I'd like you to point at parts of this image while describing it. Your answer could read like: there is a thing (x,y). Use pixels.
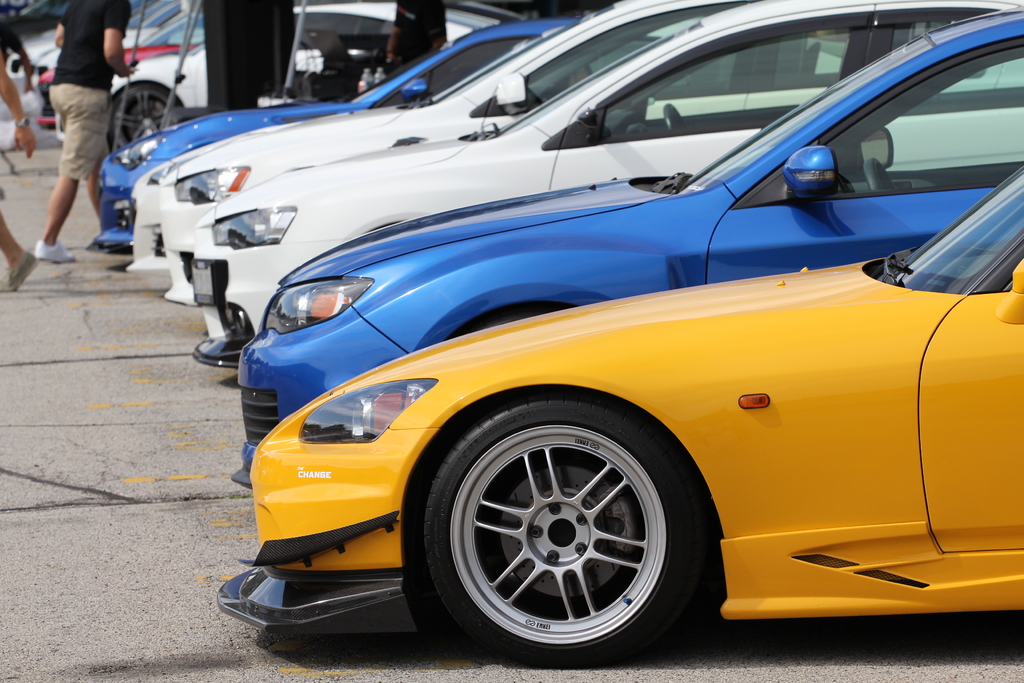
In this image there are cars (422,227) in the center (376,277) and in the background (65,63) there are persons (53,96) walking.
